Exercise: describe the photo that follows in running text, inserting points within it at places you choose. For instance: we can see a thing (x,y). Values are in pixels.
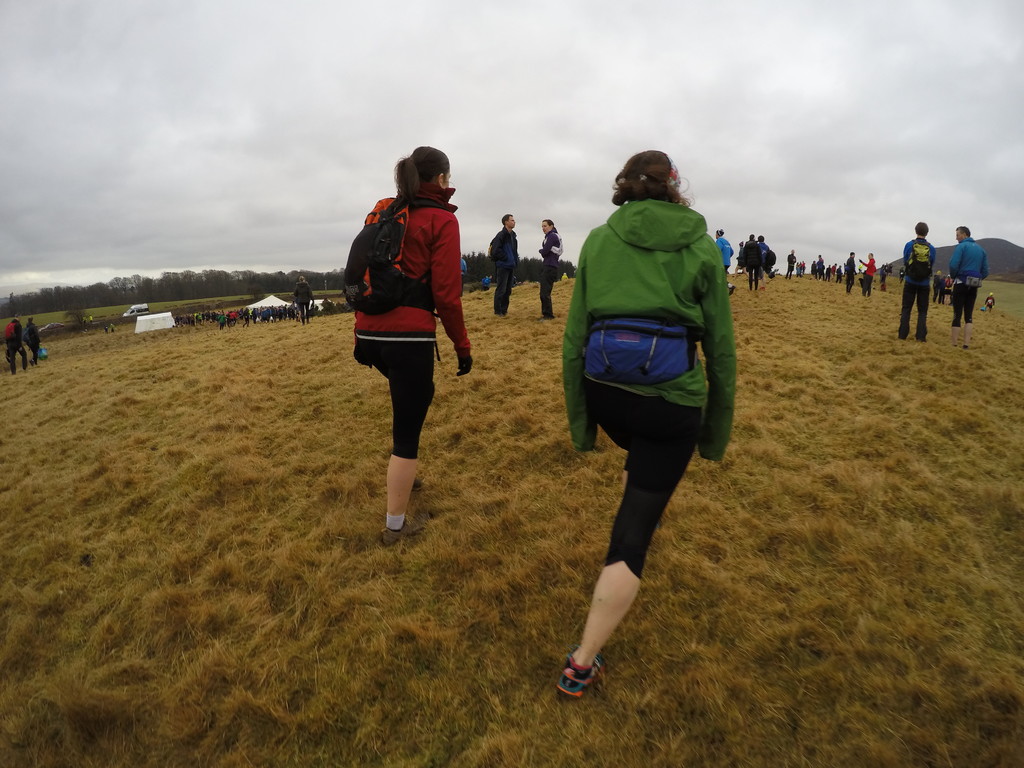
In the foreground (414,449), I can see a group of people (729,339) are walking on the ground (778,323) and I can see tents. In the background (63,298), I can see trees (148,281), mountains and the sky (504,157). This image might be taken during a day.
